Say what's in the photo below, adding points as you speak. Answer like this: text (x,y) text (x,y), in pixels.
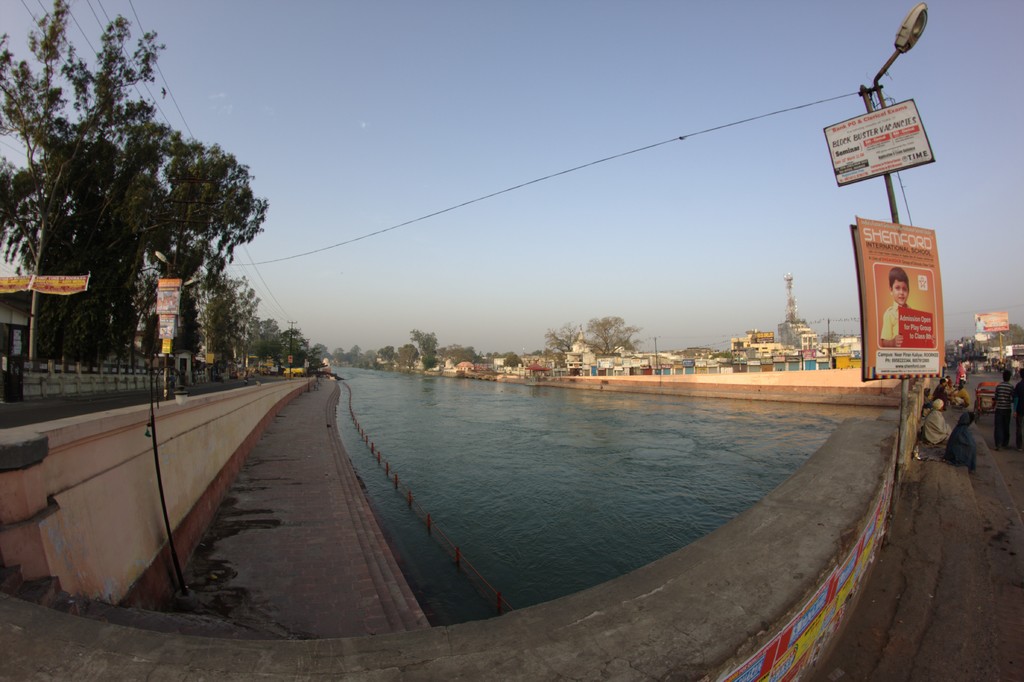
In this image, we can see a canal (593,427). There are some tree (77,254) on the left side of the image (91,242). On the right side of the image (918,246), we can see a pole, boards (906,307) and some persons (936,401). There are buildings (811,343) in the middle of the image (534,357). There is a sky (800,303) at the top of the image (488,63).
